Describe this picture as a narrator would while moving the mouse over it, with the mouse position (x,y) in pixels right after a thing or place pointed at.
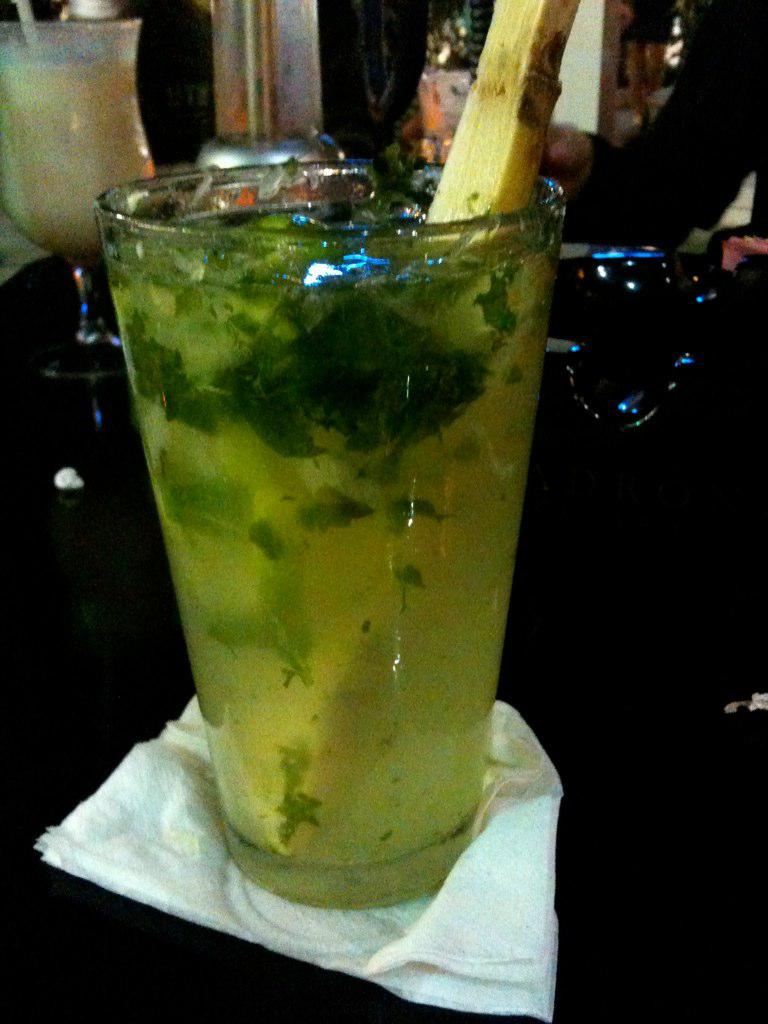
On the table (755,546) we can see glass (278,314), tissue paper (482,905), sugarcane (520,120), juice (402,268) and milk (55,191). Here we can see some mint (297,392) and water (361,600) in this glass (367,588).
